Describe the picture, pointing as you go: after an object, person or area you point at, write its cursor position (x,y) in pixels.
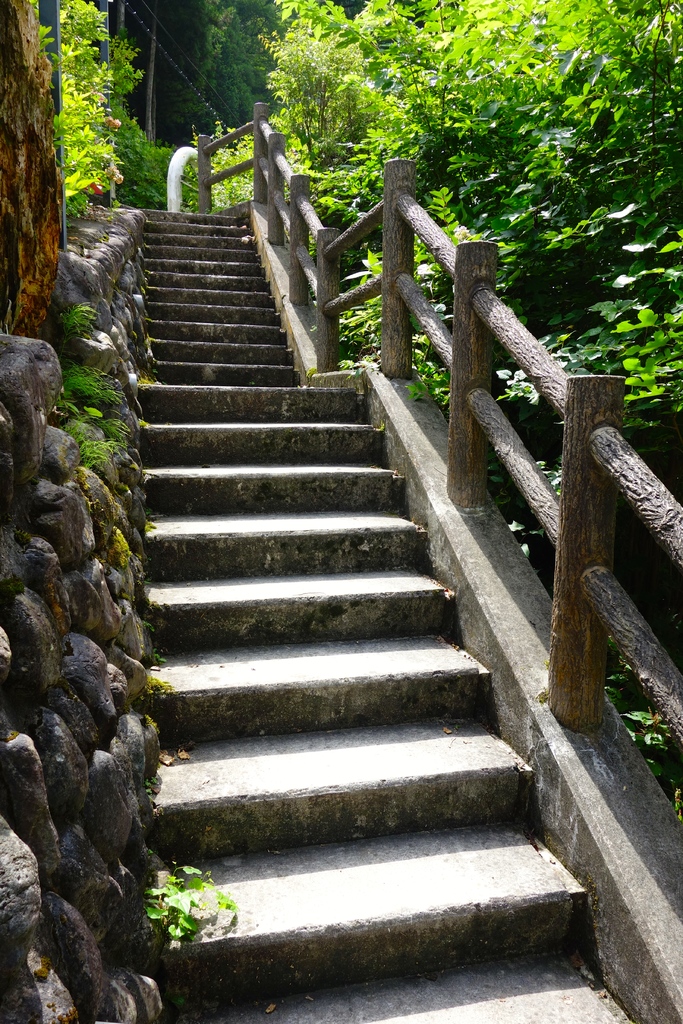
In this image in the center (231,614) there are some stairs (208,269), and on the right side (646,657) there is a railing (478,408) and some plants (311,181). On the left side (70,347) there is a wall (86,354) and plants (98,143).
